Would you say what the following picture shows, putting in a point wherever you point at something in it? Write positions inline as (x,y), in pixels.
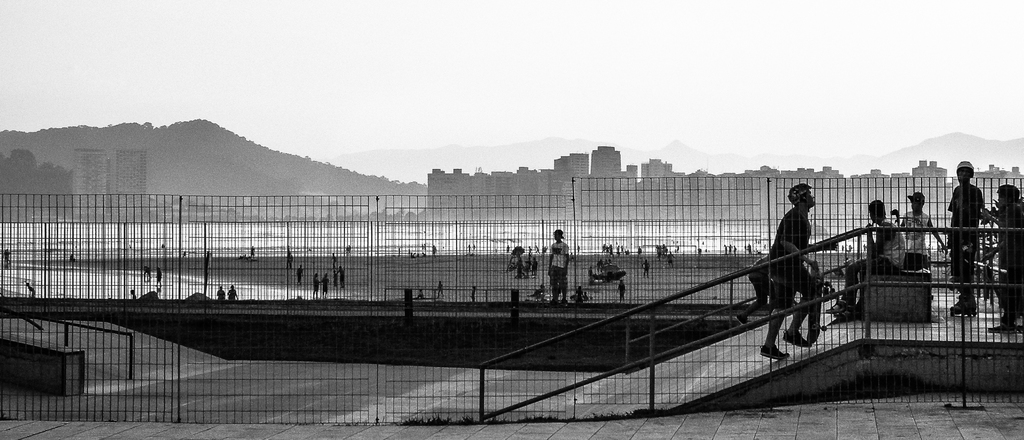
This is a black and white image, in front of the image there is a mesh fence (369,383), metal rod fence (881,281) and there are people (885,252) walking on the ramp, on the other side of the fence (451,283) there is a river (235,227), in front of the river (123,231) on the beach (315,266) there are a few people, in the background of the image (78,179) there are trees (56,173), buildings (93,175) and mountains (111,182).
